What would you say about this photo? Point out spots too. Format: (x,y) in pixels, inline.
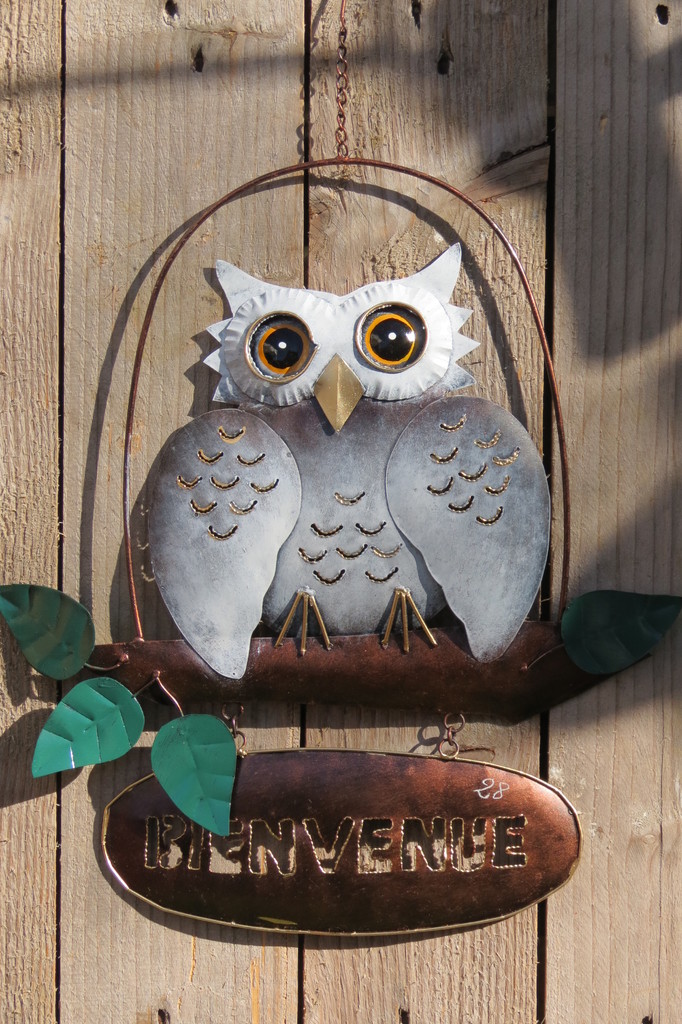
In the picture I can see an owl wall hanging (299,477) hanged to the wooden wall (168,196). Here I can see some text (329,837) on the board (387,775).
